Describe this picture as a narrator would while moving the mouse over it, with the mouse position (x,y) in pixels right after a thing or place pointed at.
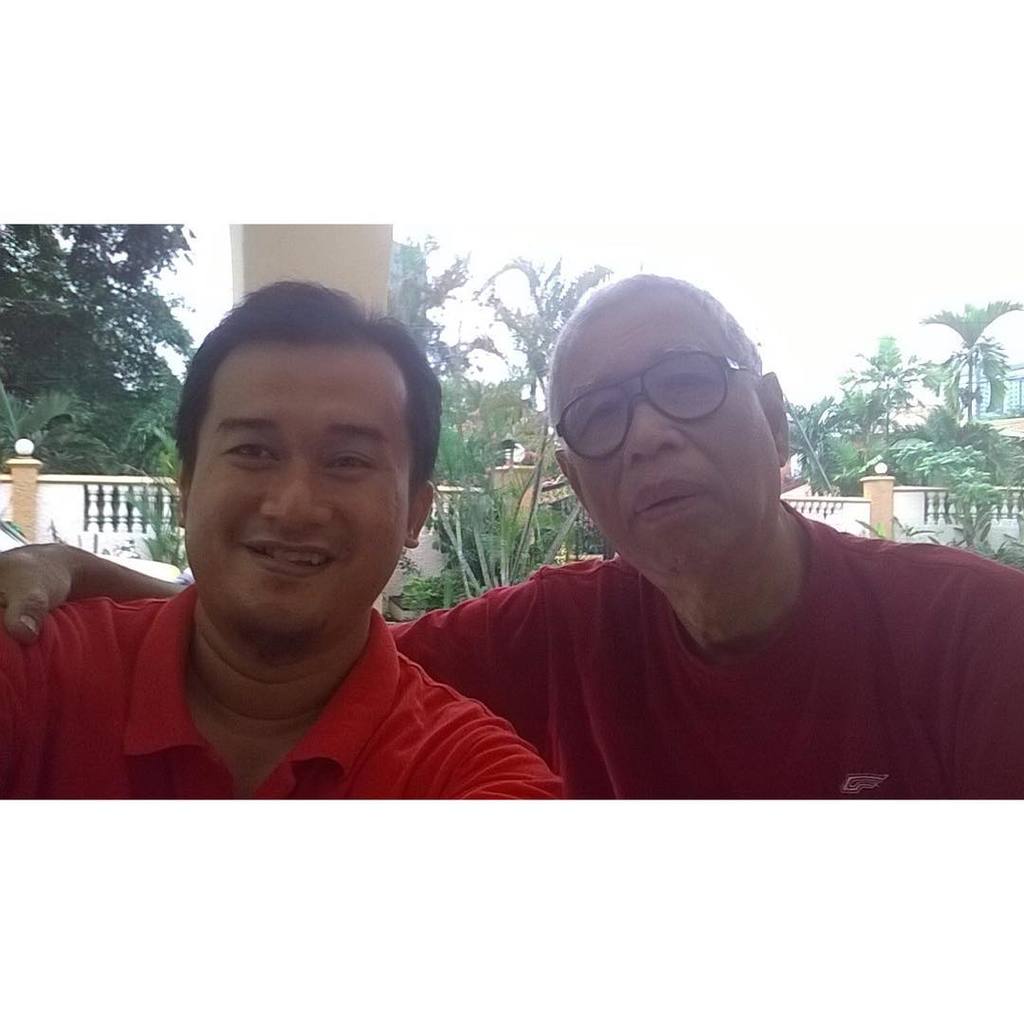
In this picture we can observe two men (243,557). One of them was wearing a red color t shirt (587,686) and the other was wearing an orange color T shirt (208,757). In the background (473,523) there are some plants (462,559) and a railing (875,519). We can observe some trees (45,328) and a sky (502,290).
